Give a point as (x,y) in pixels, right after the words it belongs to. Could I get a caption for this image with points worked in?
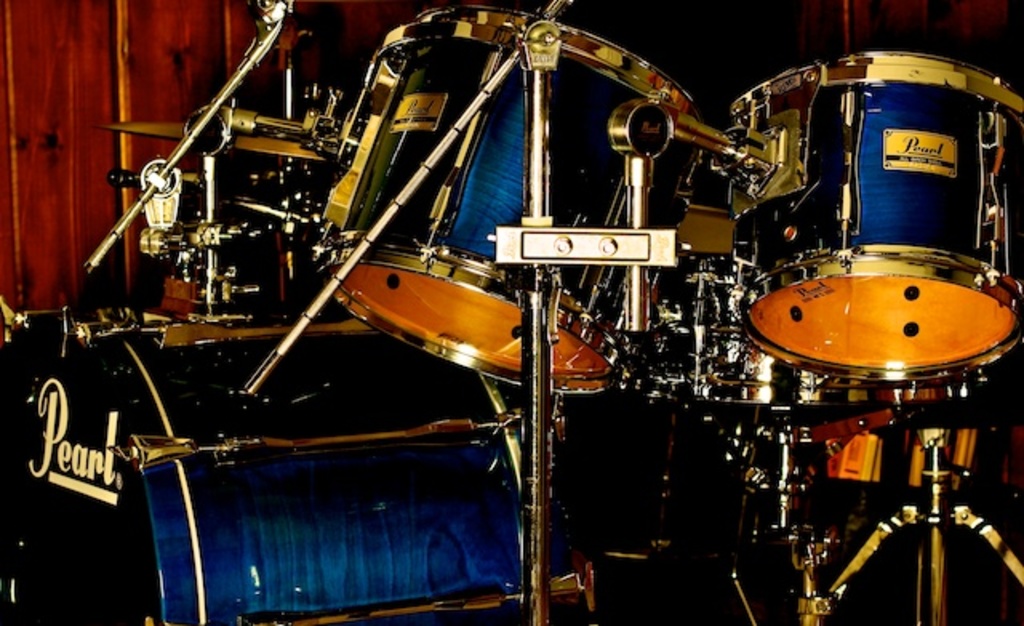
In this image, we can see a drum kit (405,529). Here we can see rods (542,389) and drums (510,359). Background (198,42) we can see wooden object (149,76).
